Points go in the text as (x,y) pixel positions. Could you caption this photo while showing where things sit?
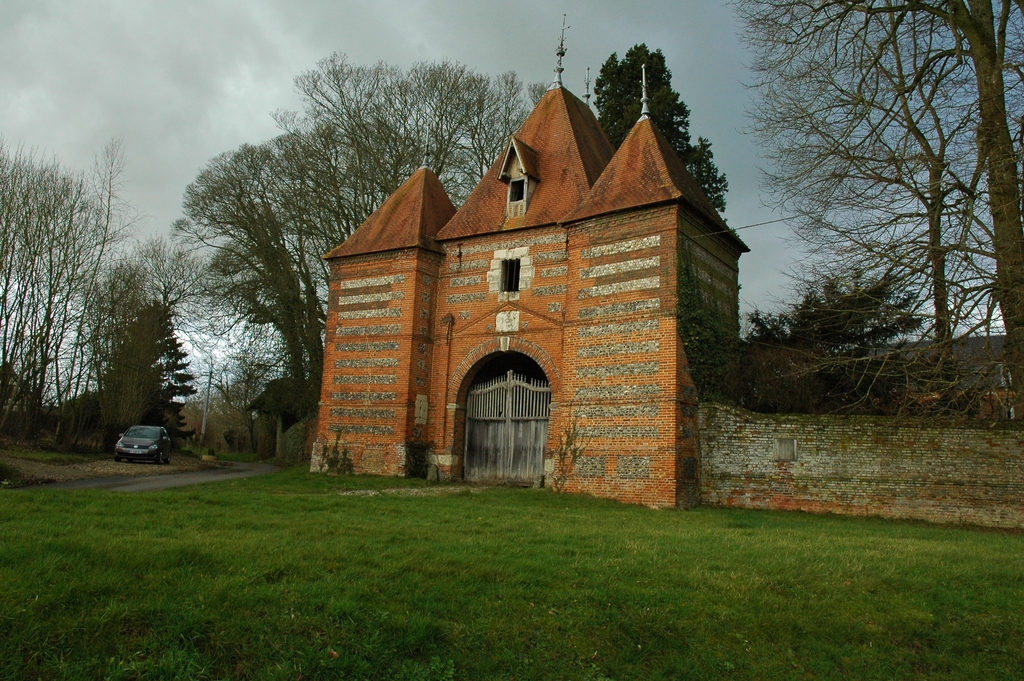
In this picture we can observe some grass (441,564) on the ground (549,569). There is a building (490,324). We can observe a grey color gate (495,420). On the left side (140,450) there is a car (156,459) parked on the ground (174,476). In the background (300,288) there are trees (323,195) and a sky (185,34) with some clouds (382,15).
